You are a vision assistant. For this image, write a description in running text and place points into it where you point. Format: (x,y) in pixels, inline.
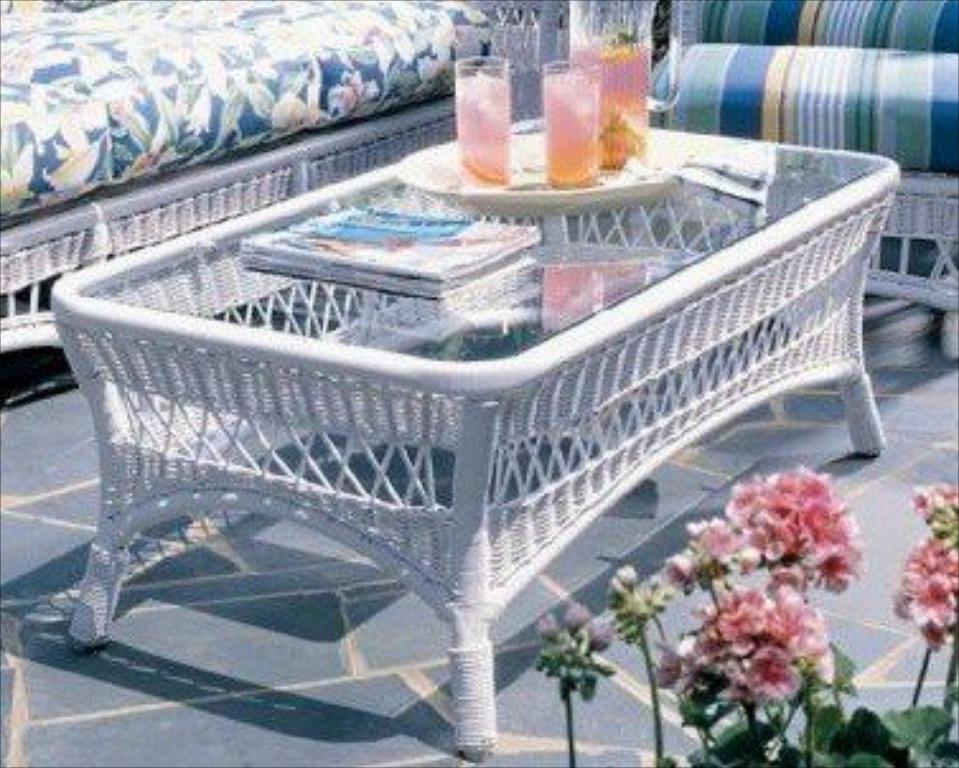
In this image we can see sofa set (197,135), jug (624,138) and glass tumblers (568,156) on the serving plate (596,194), papers (397,253), side table (404,323) and plants (784,620) with flowers (789,584).
